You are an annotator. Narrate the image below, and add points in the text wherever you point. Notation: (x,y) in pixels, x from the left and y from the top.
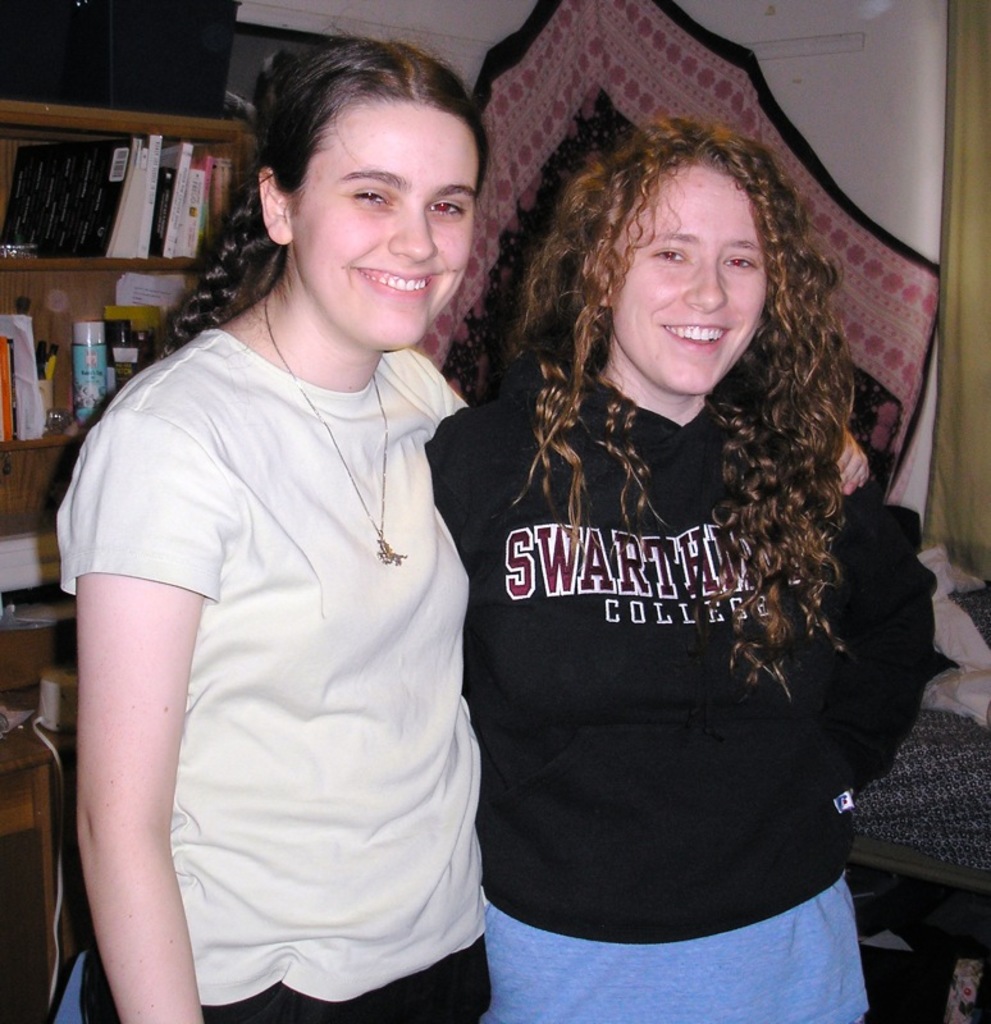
In this picture there are two women (826,430) standing and smiling. In the background of the image (614,75) we can see clothes (965,671), books (116,159) and objects (107,338) in racks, wall (882,188), device (43,712) and objects (14,909).
